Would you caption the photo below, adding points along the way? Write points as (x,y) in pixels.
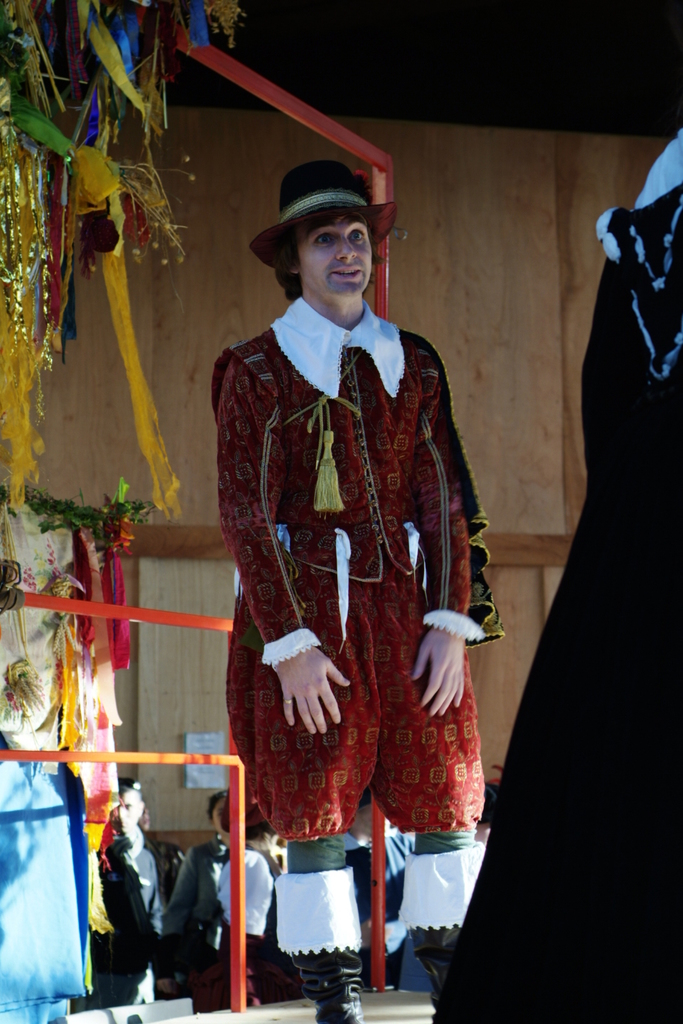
In the center of the image (330,468), we can see a person (299,546) wearing costume (308,405) and wearing a hat (313,214). In the background (96,568), there are streamers (84,631), rods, clothes (76,861) and we can see some other people (249,840) and on the right (593,707), there is a person (592,573) standing and we can see a board (479,242). At the bottom (382,1006), there is floor (382,1006).
